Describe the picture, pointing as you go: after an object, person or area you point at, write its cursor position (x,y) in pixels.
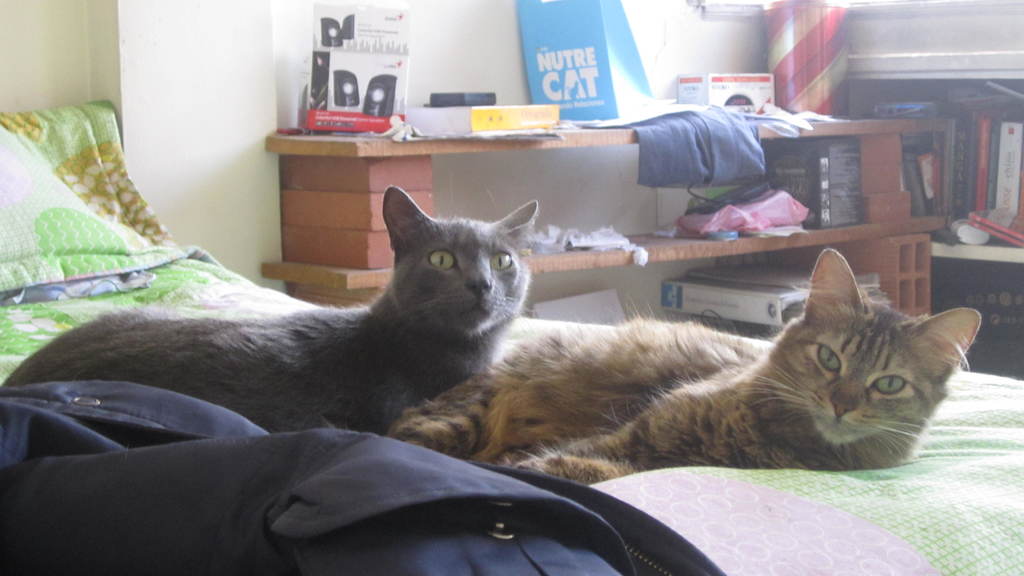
In the foreground of the image (799,397) we can see two cats (413,382) on the bed (763,493). In the background (782,233), we can see several items (658,115) placed on table (793,242) and group of books (915,200) in a rack (981,253).
